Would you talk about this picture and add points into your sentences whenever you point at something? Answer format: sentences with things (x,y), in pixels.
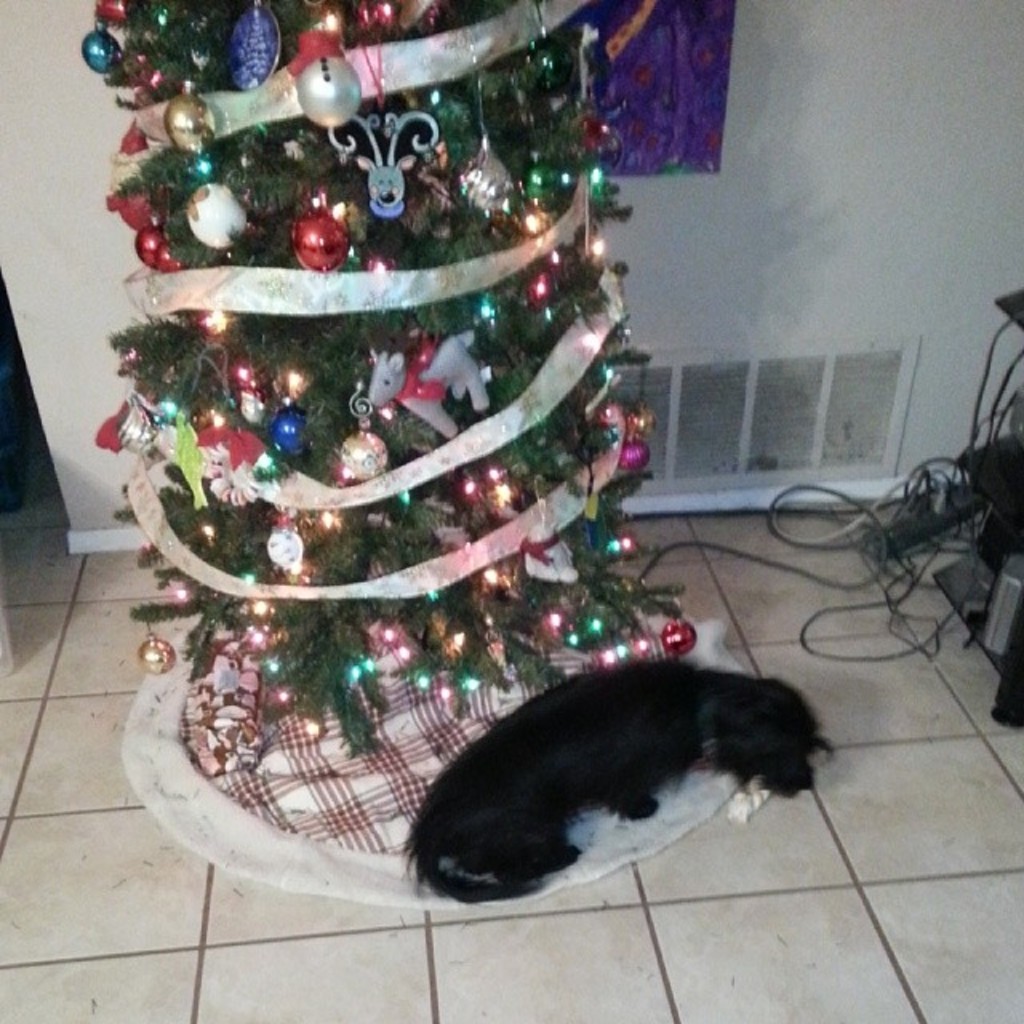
In this picture we can see a dog (530,782) is lying on the cloth (322,877). Behind the dog (549,763), there is a tree (298,199) with some decorative items (133,197) and lights (261,458). Behind the tree (468,156), there is an object (683,112) on the wall (700,277). On the right side of the image (870,510) there are cables (914,501).
